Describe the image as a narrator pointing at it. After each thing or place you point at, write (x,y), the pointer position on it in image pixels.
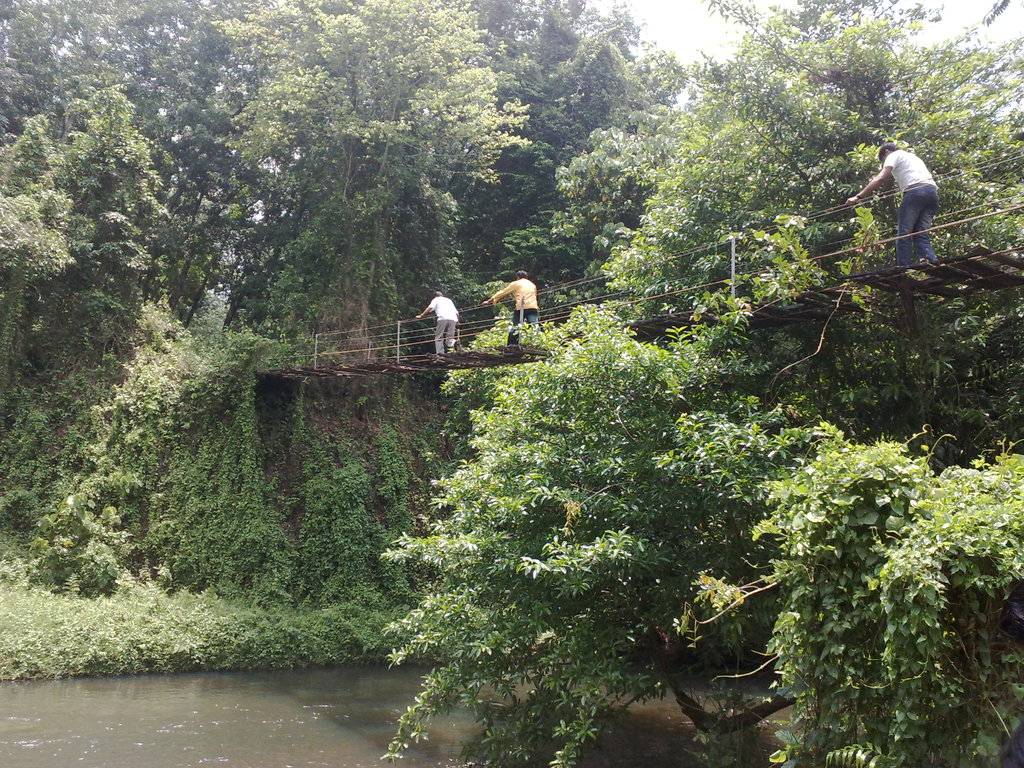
In the picture I can see few persons (455,335) standing on a bridge (549,318) and there is water (449,754) under it and there are trees (542,197) in the background (488,175).
